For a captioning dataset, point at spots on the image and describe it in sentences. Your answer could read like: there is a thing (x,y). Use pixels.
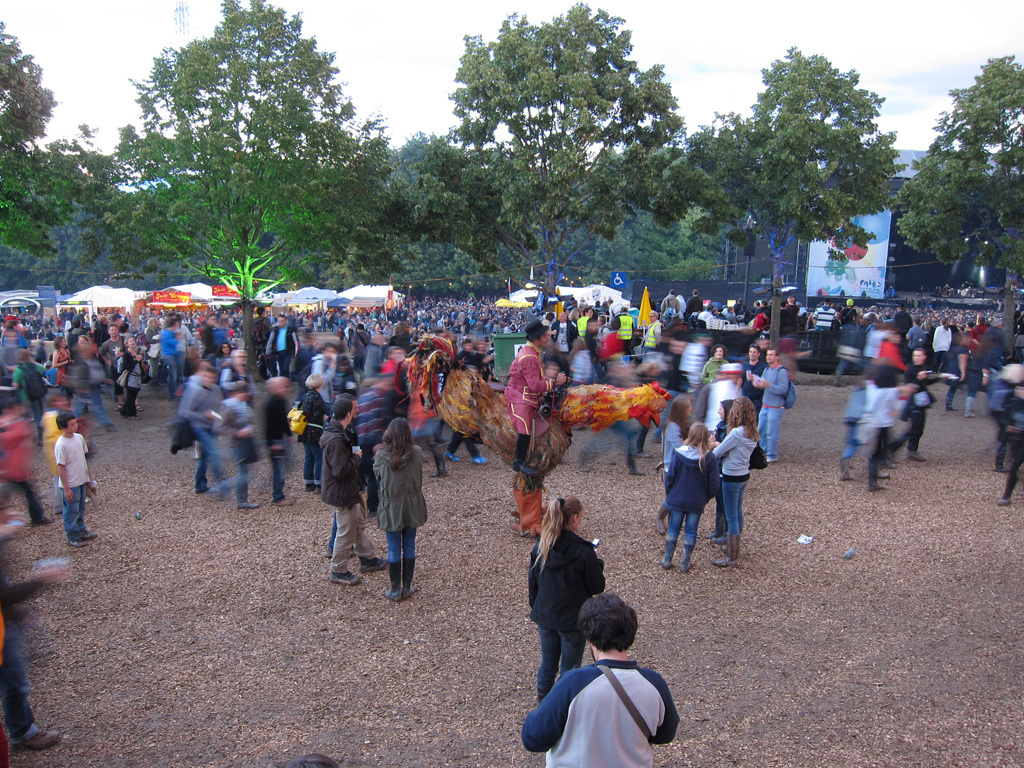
In this picture I can see a group of people (530,390) are standing on the ground (313,519). In the background (322,224) I can see trees (388,212) and the sky (428,27). On the right side (875,278) I can see a board (862,283).
